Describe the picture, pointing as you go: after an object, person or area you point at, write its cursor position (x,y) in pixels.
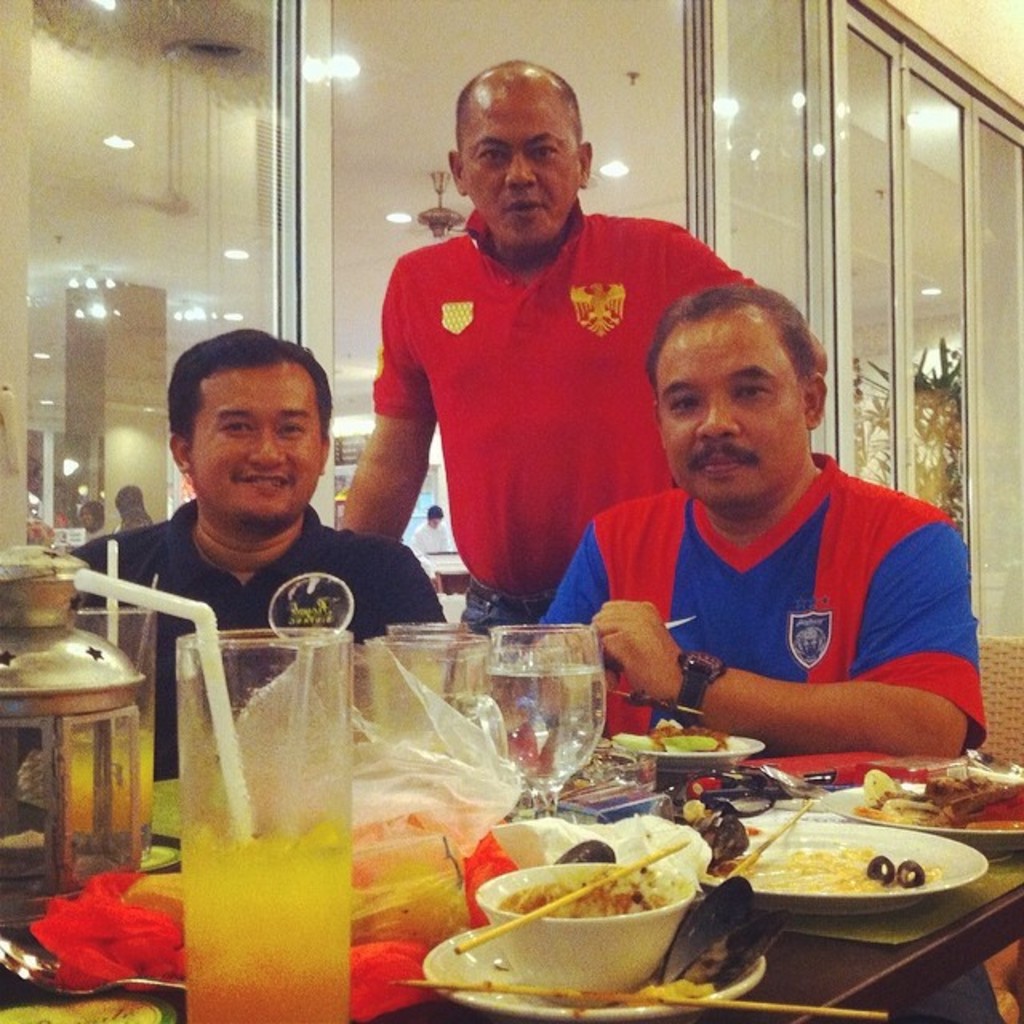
Here we can see three persons (551,546). There is a table (931,943). On the table (761,983) there are plates (556,1016), bowls (554,927), chopsticks (546,989), glasses (266,999), spoons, and food (158,905). In the background (338,139) we can see glasses (883,441), lights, pillar (71,475), ceiling (402,163), wall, and a person (425,527).
